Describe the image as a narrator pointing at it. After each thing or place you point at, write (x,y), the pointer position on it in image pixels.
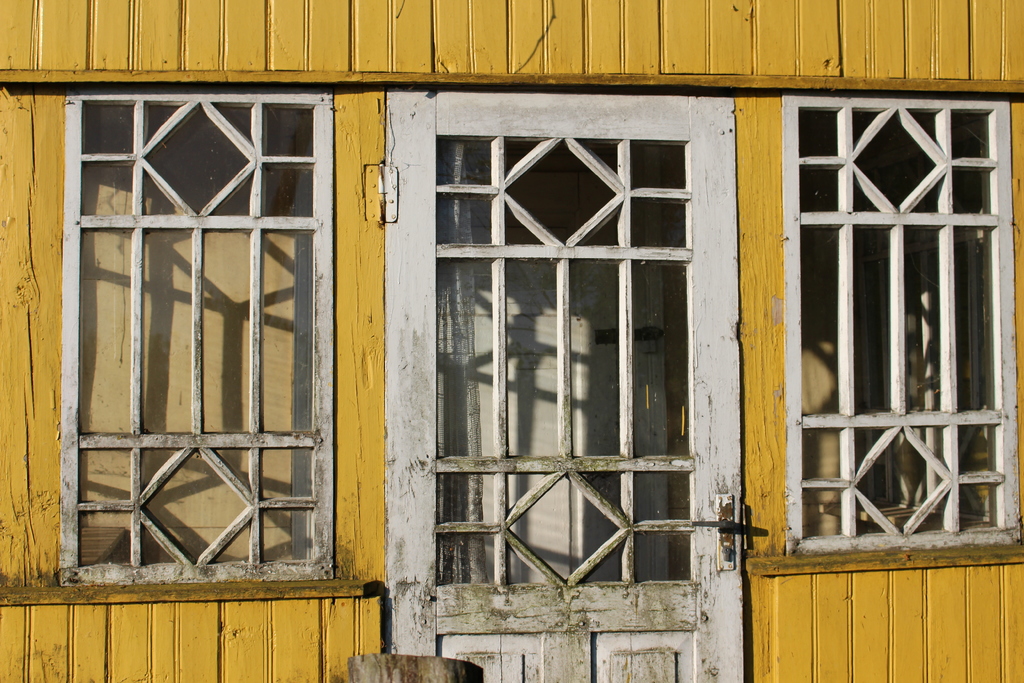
In this picture I can see a wooden door (506,239) and wooden windows (293,204), this is looking like a house (318,466).
